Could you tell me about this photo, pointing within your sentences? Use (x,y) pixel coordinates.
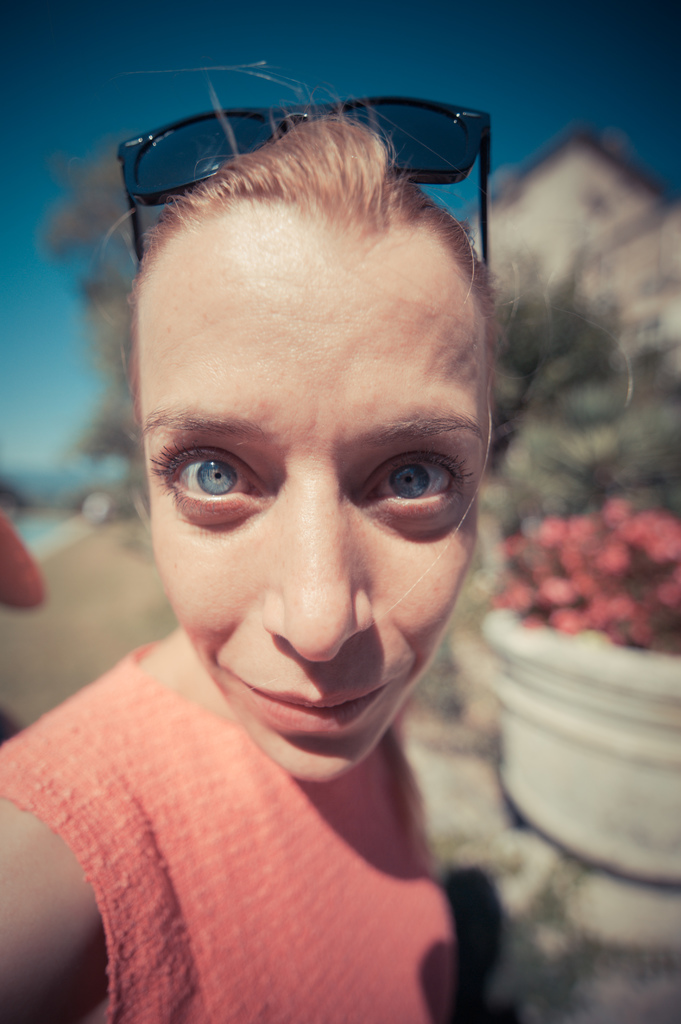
In this image we can see a woman (375,824). On the backside (645,613) we can see some plants (620,641) with flowers (611,633) in a pot (579,719), a tree (649,365), a house (671,346), the hand (19,589) of a person (37,581) and the sky (20,369) which looks clear.
